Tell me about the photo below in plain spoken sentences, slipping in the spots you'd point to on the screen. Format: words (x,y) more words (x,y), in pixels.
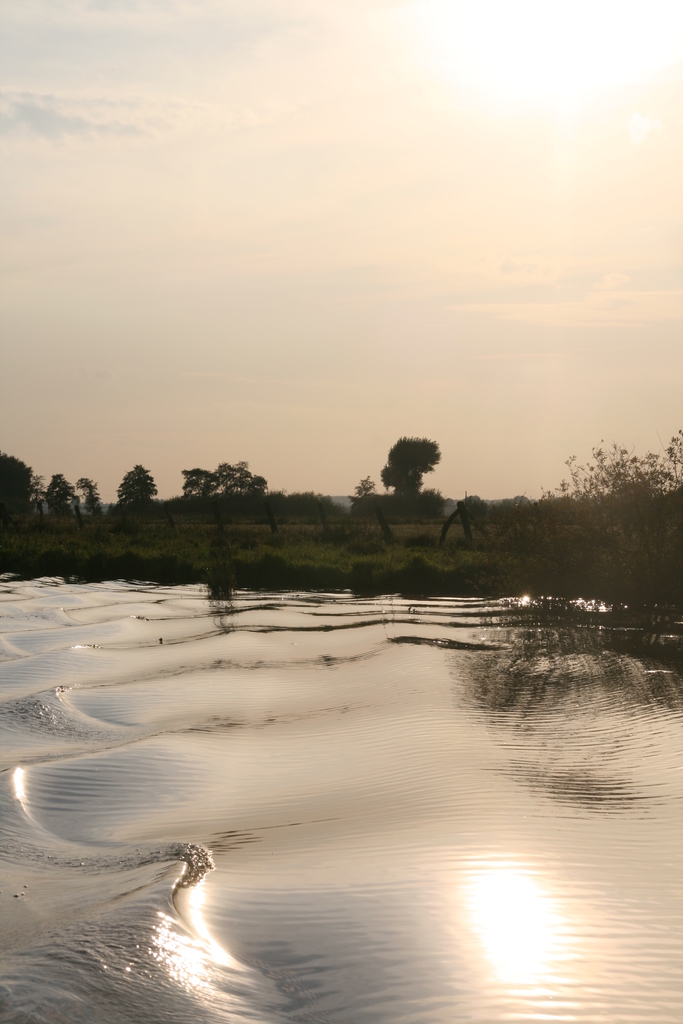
We can see water (502,718), grass (424,574) and trees (656,532). In the background (425,353) we can see sky (420,363).
